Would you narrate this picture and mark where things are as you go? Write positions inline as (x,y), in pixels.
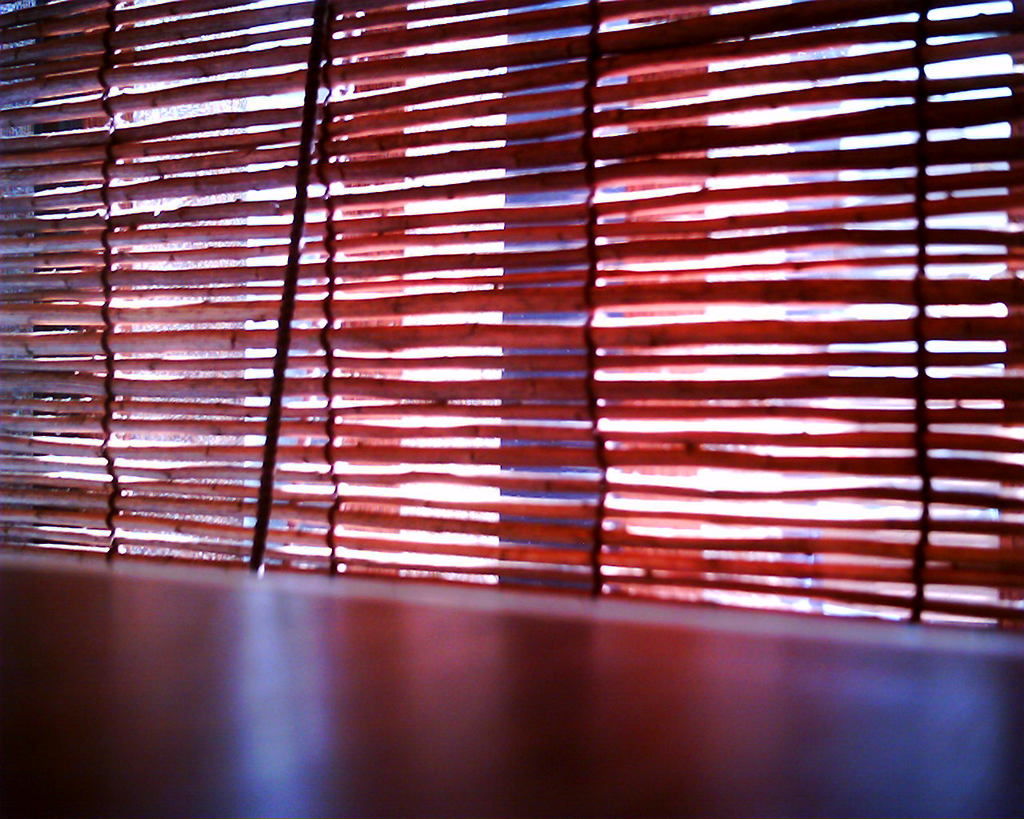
In this image we can see a wall (538,697) and a bamboo curtain (318,499) on a window (520,374).
